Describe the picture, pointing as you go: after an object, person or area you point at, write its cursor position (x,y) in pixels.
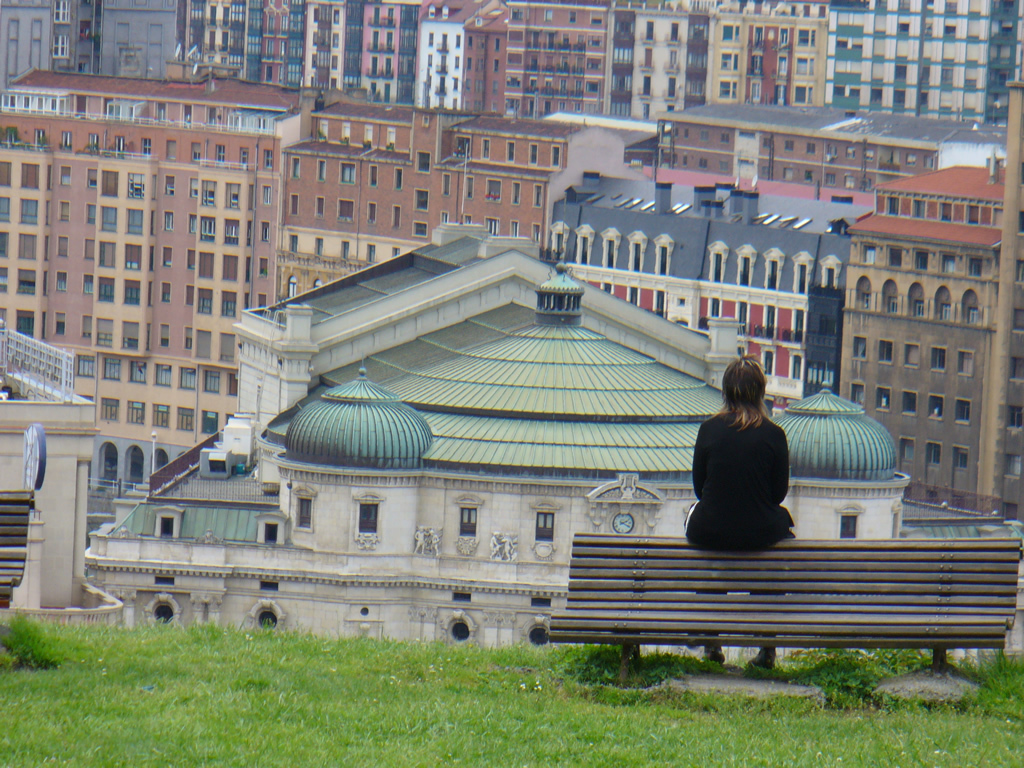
Here is a woman (738,488) sitting on the bench (795,557). These are the buildings (262,198). This is the grass (362,735). This looks like a hill (621,717) top view.
